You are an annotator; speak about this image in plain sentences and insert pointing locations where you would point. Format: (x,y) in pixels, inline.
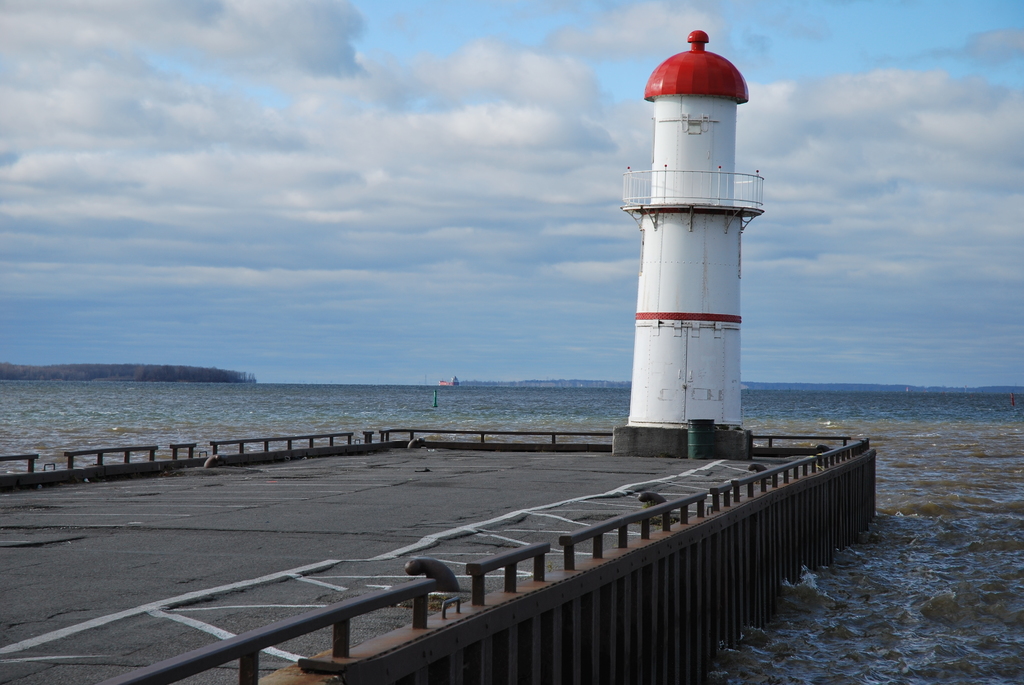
In this image I can see white colour light house (680,250). In background (936,504) I can see water (464,387) clouds (500,59) and the sky (718,38).
